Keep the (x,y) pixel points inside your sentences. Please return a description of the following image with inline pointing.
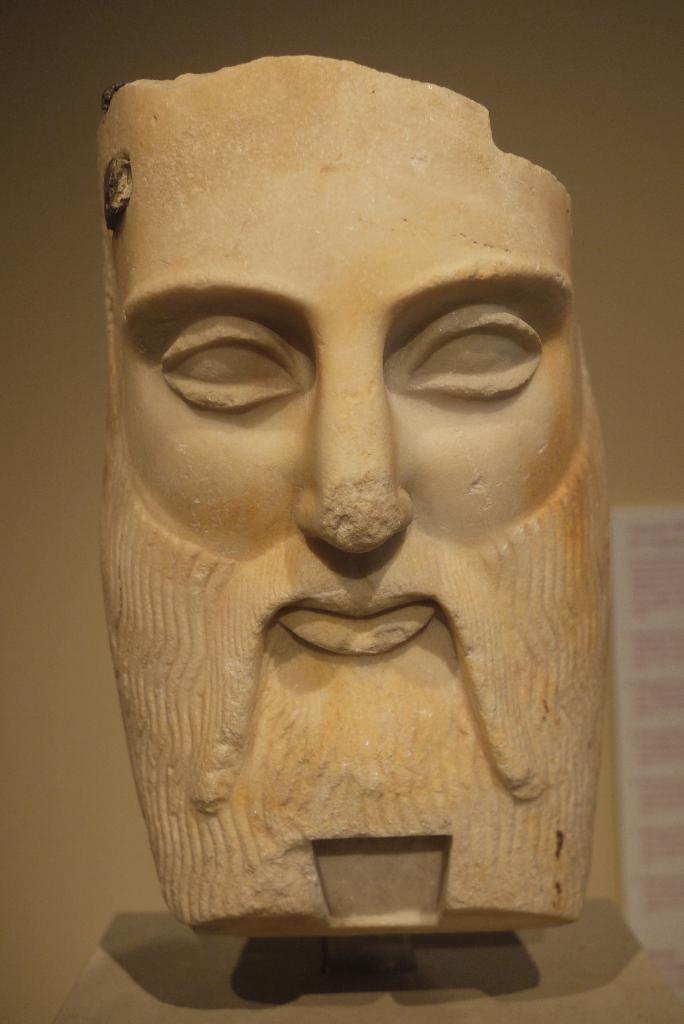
In this picture, we see a stone carved statue (276,472). In the background (27,667), we see a brown wall (668,375). On the right side (661,535), we see a board (648,782) or a banner (648,810) in white and pink color.
